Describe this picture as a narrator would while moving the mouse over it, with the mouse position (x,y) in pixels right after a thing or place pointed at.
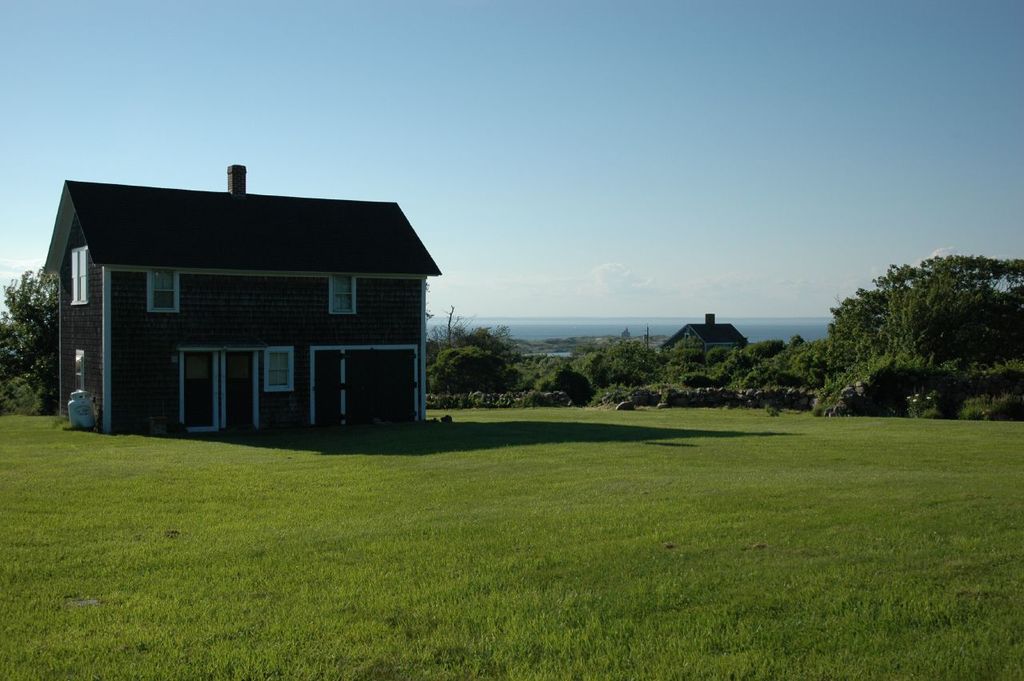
In this image, It looks like a house (202,394) with doors (209,401) and windows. I can see the grass (505,533), which is green in color. In the background (498,365), I think these are the trees (740,370), rocks (671,405) and another house (677,342). At the top of the image (347,122), I can see the sky (725,104).
